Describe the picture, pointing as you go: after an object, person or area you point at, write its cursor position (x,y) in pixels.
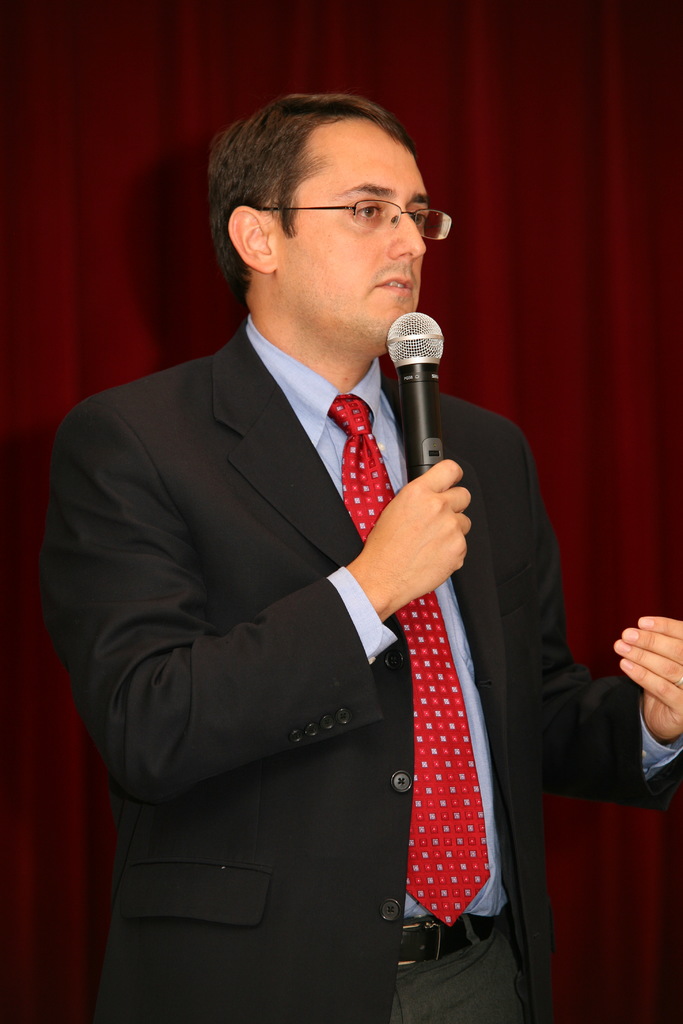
Here is a man (243,615) standing and talking by holding a mike (431,462) in his hand (420,531). At background (571,372) I can see a maroon color cloth (555,177).
